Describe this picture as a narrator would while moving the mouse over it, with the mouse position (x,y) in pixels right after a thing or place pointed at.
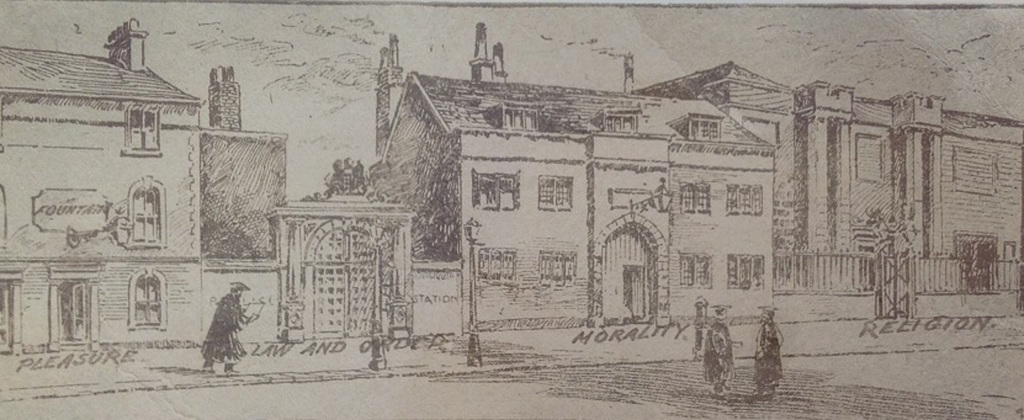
In this an image of drawing (604,320) on the paper (857,339) in which we can see there are buildings (752,82) and people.
